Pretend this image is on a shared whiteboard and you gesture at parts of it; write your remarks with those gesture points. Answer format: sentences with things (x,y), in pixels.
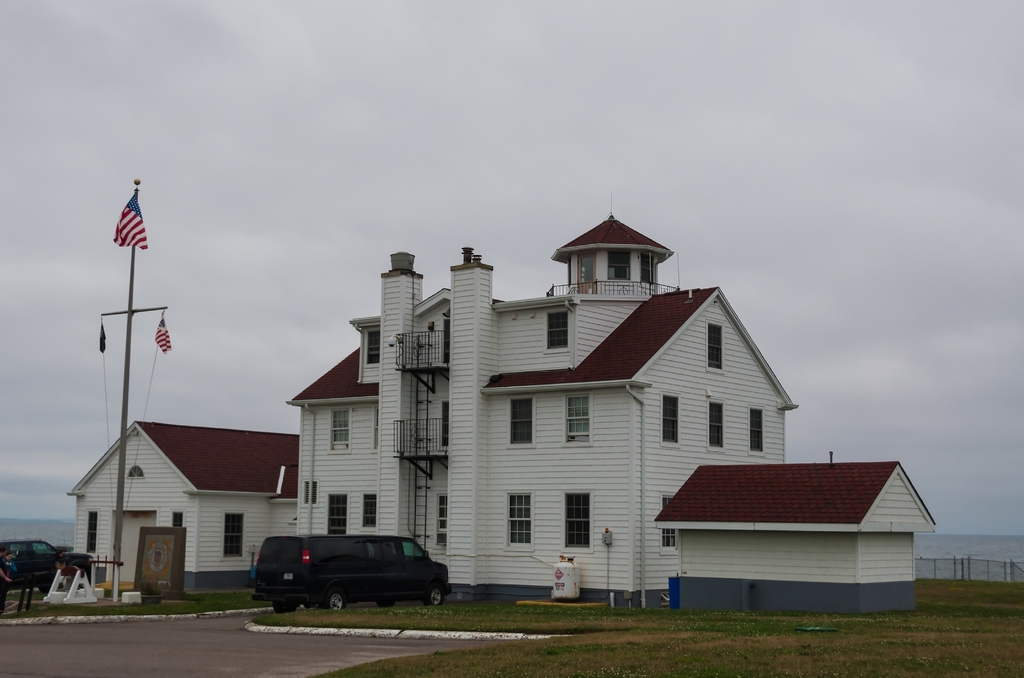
In this image I can see a building (541,468) which is white and brown in color and a vehicle (325,548) which is black in color in front of the building (380,528) on the road (242,626). I can see a person (6,587) standing, other car (31,564) which is black in color and a flag (135,239). In the background (148,275) I can see the sky (549,188).
